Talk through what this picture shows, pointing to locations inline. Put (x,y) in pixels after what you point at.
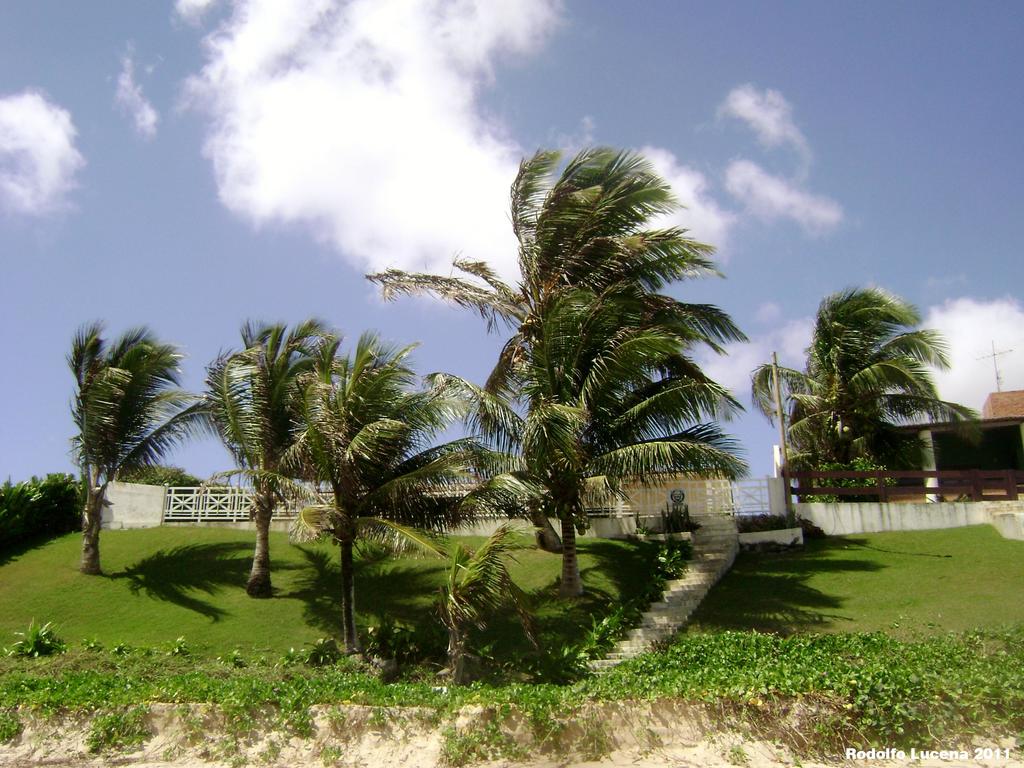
In this picture we can see a few plants (959,656), trees (113,461) and grass (587,557) on the ground (63,641). We can see some fencing (959,471), other objects (988,437) and the cloudy sky (423,444).
